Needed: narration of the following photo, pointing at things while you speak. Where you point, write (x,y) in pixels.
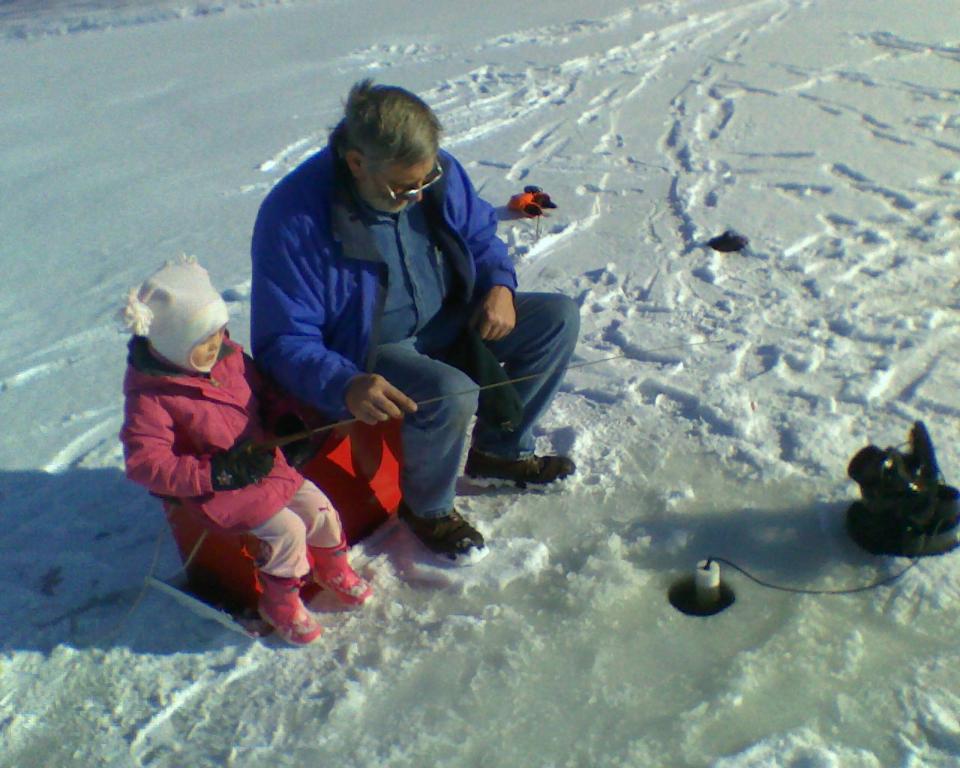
In this picture we can see a man (290,225) and a child (284,434) sitting on a red object (213,573). We can see both are holding a rod (372,415) in their hands (383,404). There is a black, white and a red object (753,579) is visible in the snow (613,471).
